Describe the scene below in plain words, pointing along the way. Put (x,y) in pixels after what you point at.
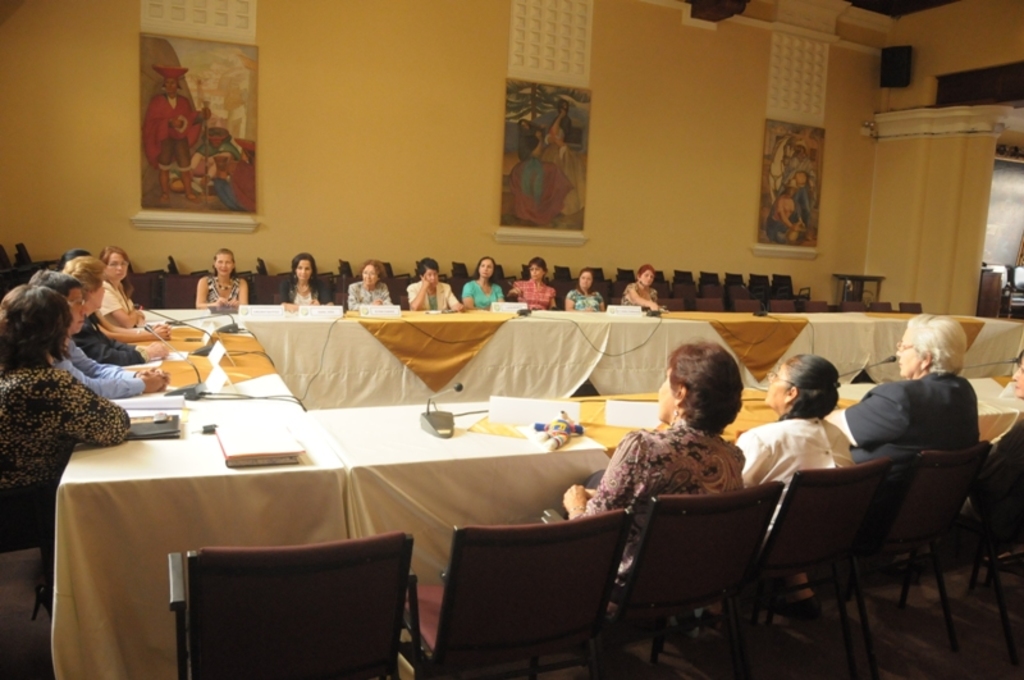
In this image i can see number of women (132,315) sitting on chairs (961,461) around the table (324,449). on the table (349,458) i can see few files (232,437) and few microphones (202,357). In the background (314,144) i can see a wall (327,143), a photo frame (164,148), speakers (889,53) and few empty chairs (783,289).
